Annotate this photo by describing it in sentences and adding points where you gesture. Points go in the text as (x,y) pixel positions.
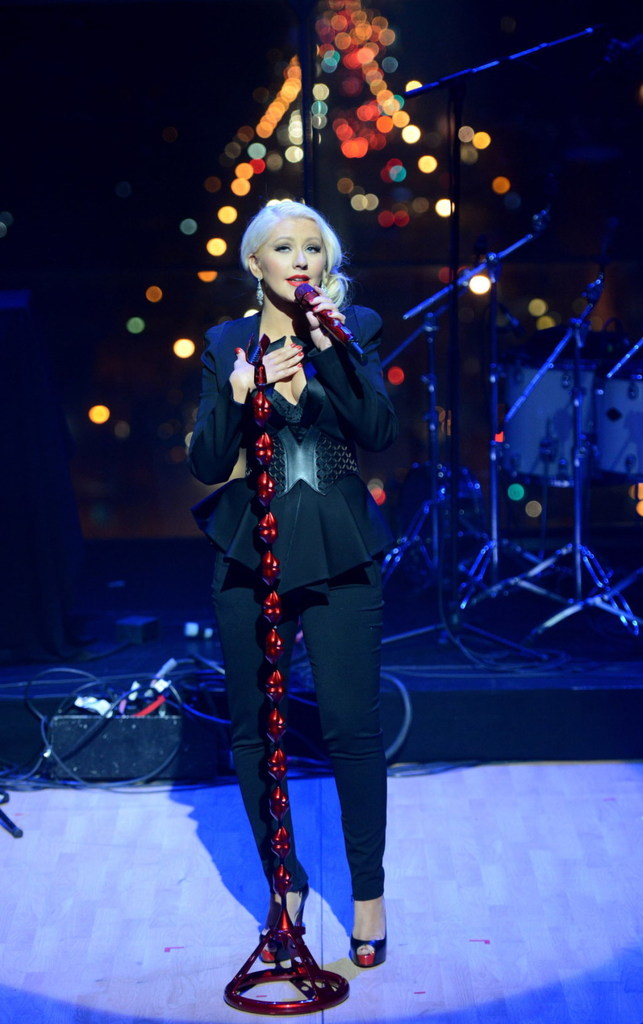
In the image we can see a woman (293,513) standing, wearing clothes (333,479), earring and sandal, and she is holding a microphone (303,288) in her hand (324,301). This is a cable wire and these are the microphone stand (497,376), the background (482,447) is blurred.
